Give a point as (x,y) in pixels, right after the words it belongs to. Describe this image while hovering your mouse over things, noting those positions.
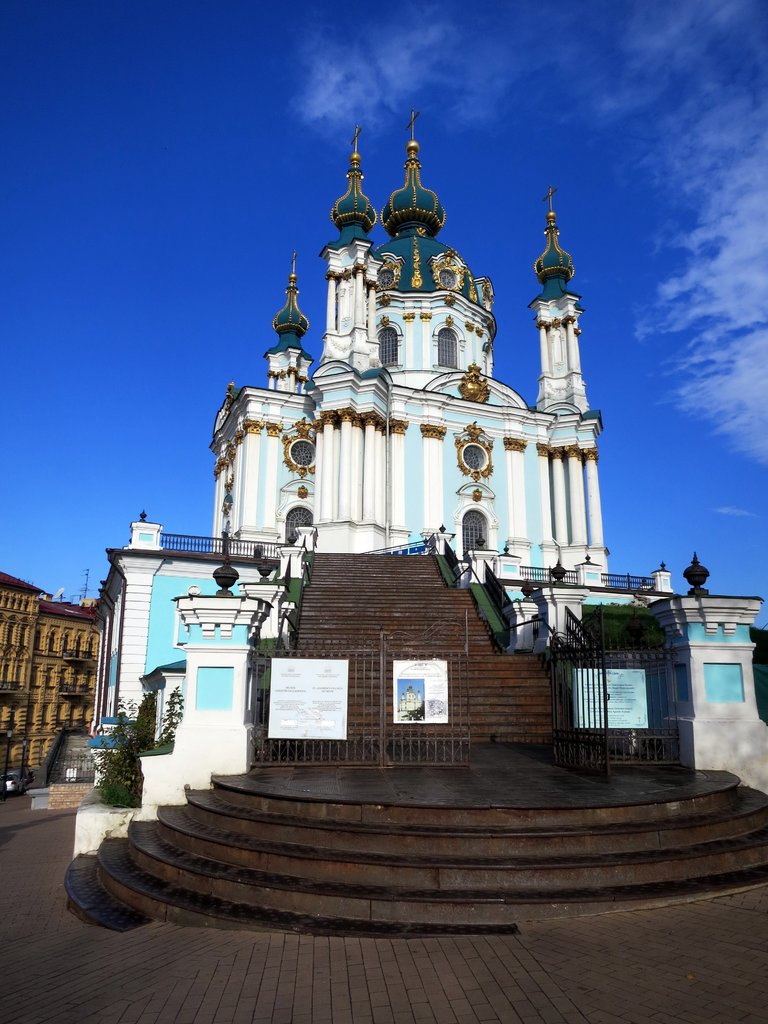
In this picture I can see there are some buildings (45,707) and there are stairs (347,918) here and the sky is clear. There are some plants (138,781) here.
